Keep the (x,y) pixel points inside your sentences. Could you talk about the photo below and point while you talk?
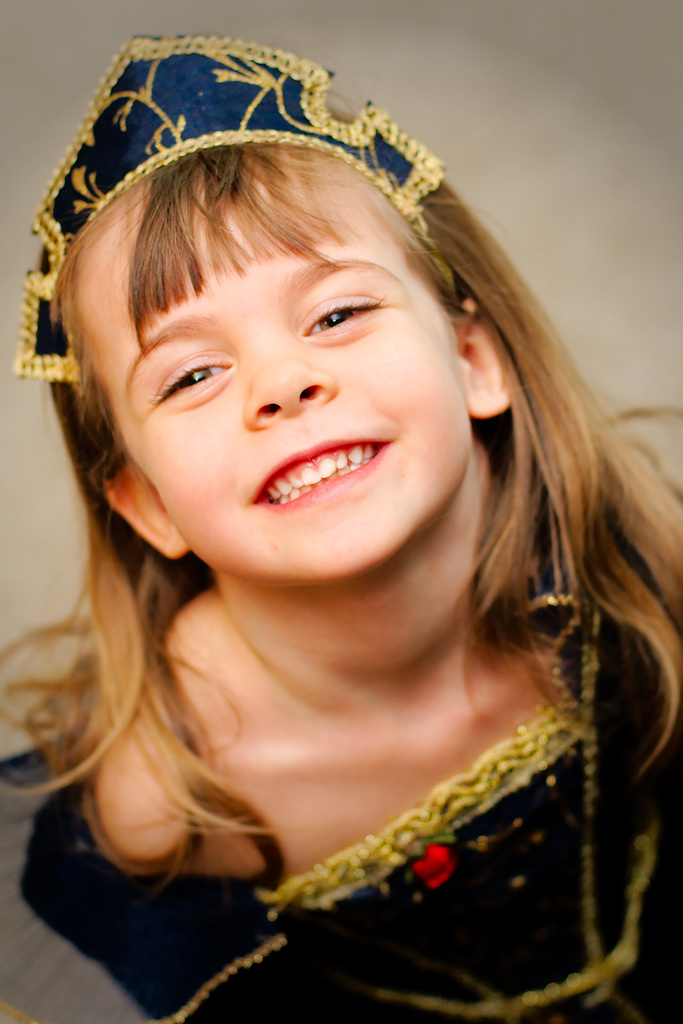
In this image there is a girl (423,801) wearing blue dress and crown (230,108). She is smiling.
